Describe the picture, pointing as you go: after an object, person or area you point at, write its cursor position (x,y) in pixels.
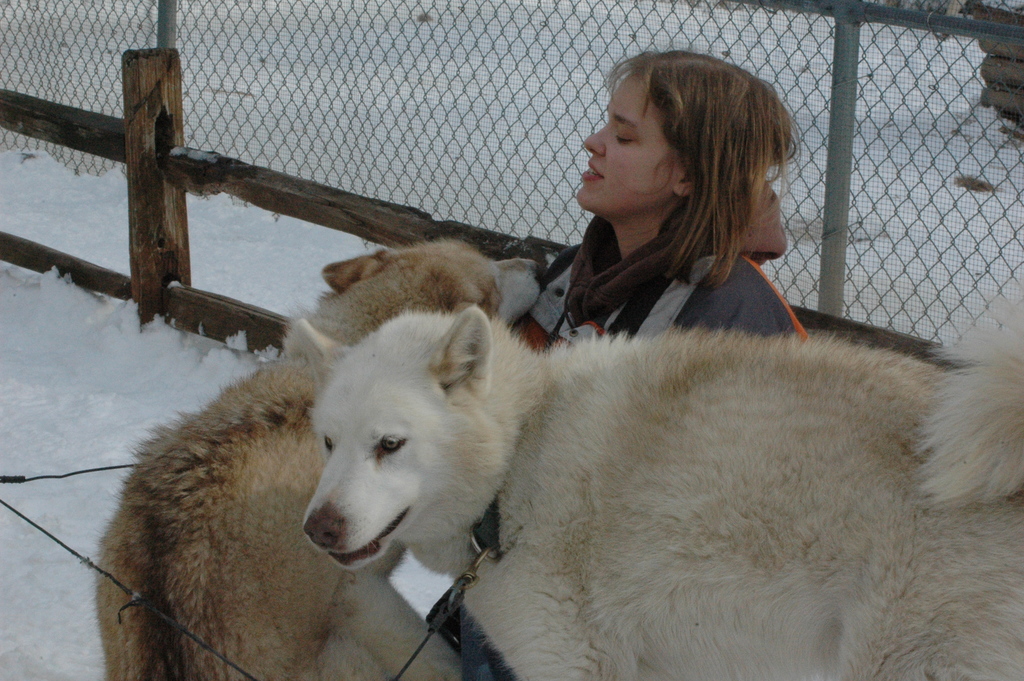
In the foreground of this image (579,471), there are two dogs (519,416) and a woman (724,297) wearing an over coat (757,312) is sitting on the snow surface (415,580). In the background (338,183), we can see a fencing (248,148) and the snow (287,265).
